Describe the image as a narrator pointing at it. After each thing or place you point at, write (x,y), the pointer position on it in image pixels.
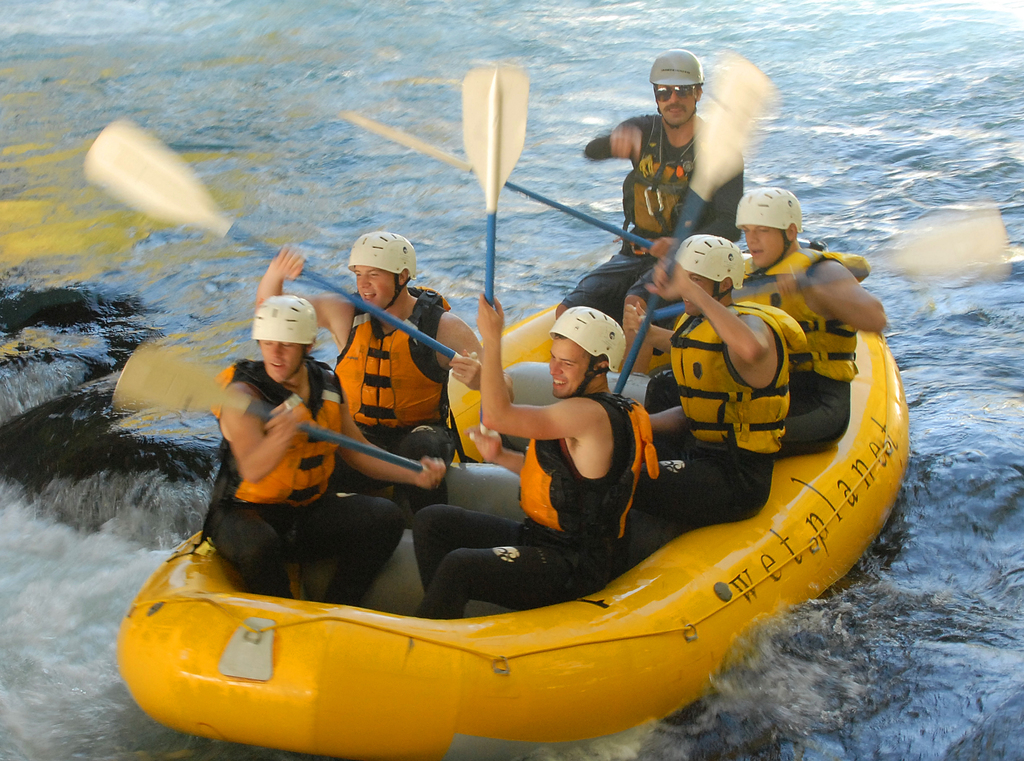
In this image there are few people (369,437) are sailing on inflatable boat (890,439) on a river (777,662).
